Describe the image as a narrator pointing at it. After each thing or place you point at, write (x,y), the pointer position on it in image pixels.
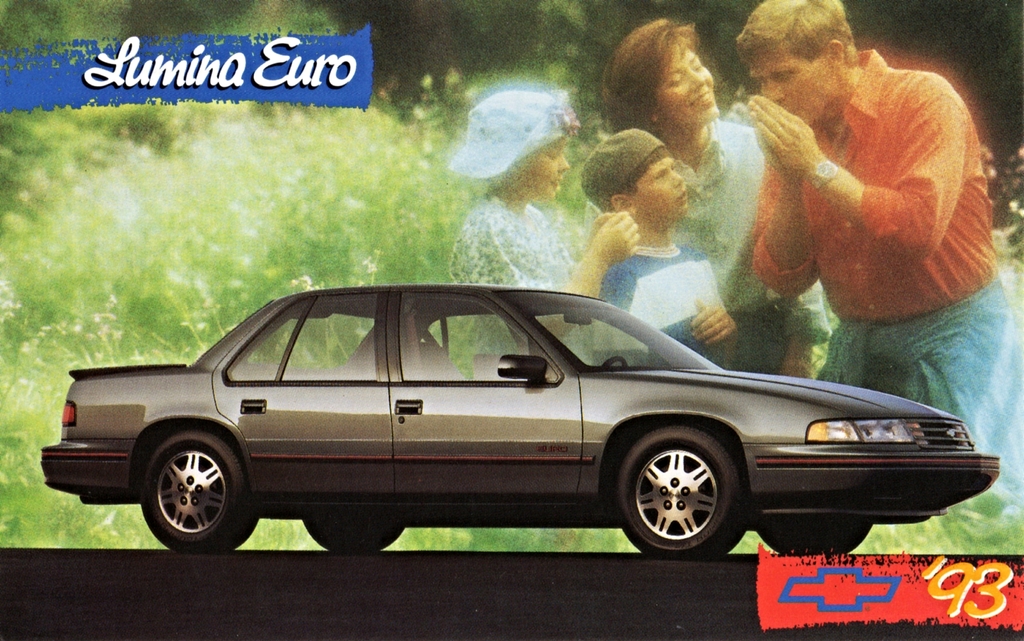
In this picture we can see a car (466,336) with a picture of a family (919,219) behind it.
